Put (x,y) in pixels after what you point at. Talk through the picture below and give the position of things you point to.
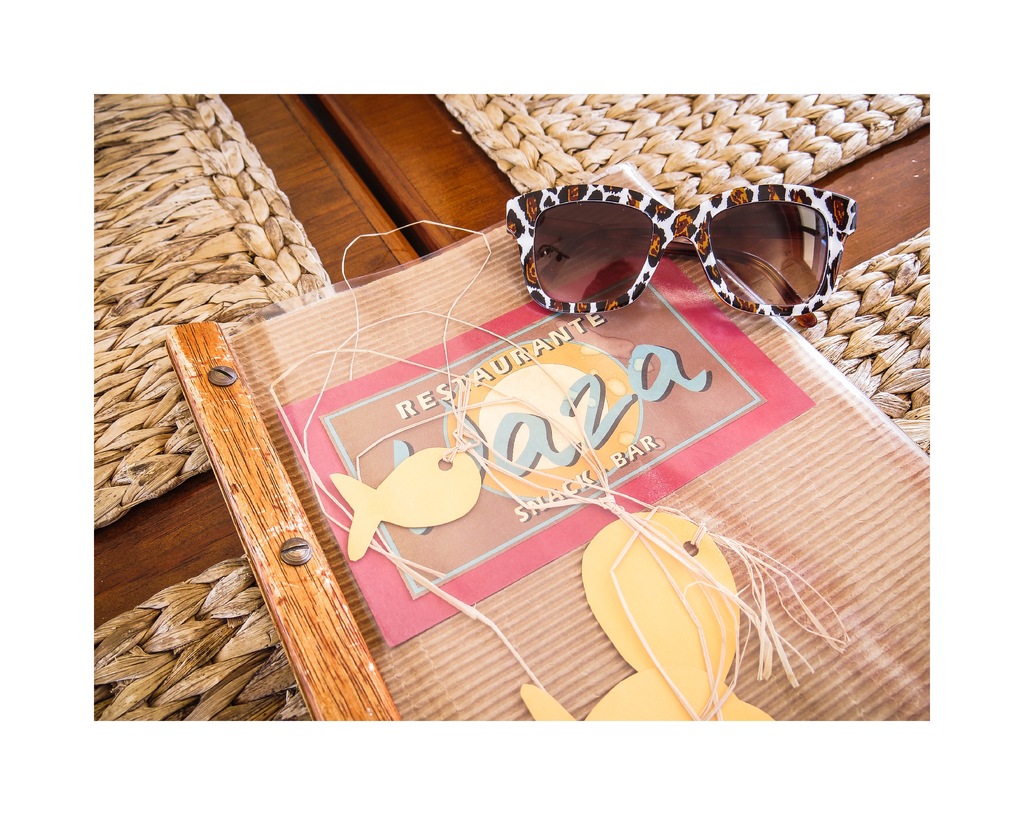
In this image we can see a menu (602,459). There are sunglasses (747,298). At the bottom of the image (168,619) there is a wooden surface (208,552) and other objects (195,593).
